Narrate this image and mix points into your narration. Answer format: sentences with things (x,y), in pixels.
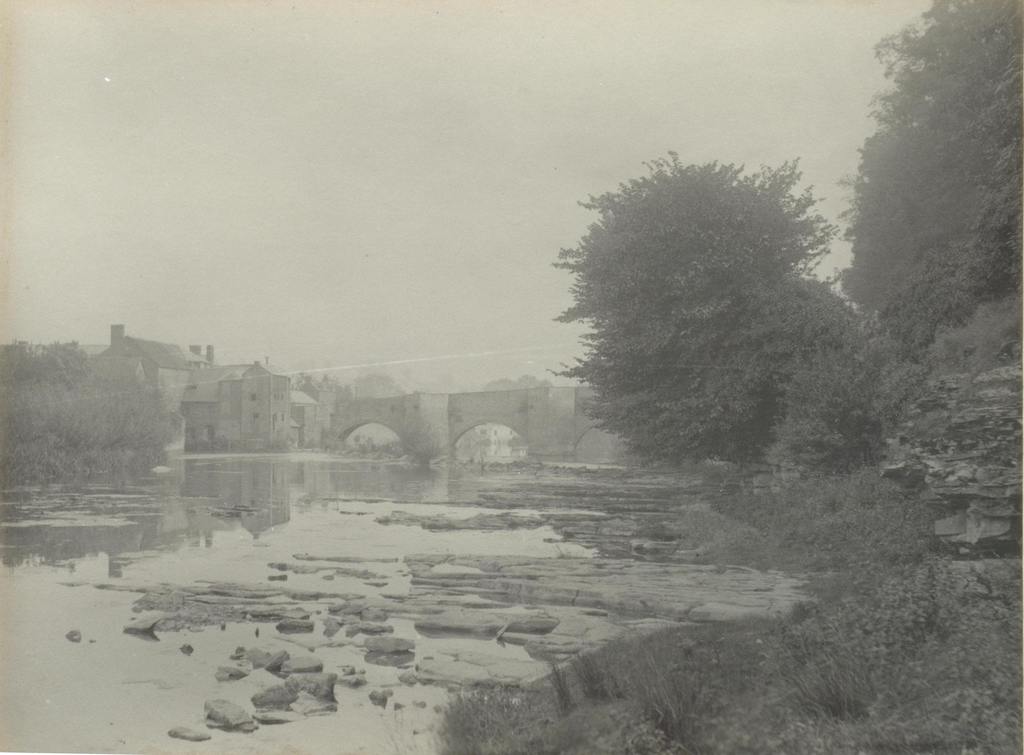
This is a black and white image, where we can see a bridge (519,426) above the water (177,478), on the right side of the image (988,67) there are trees (649,430) and on the left side of the image (307,394) there are trees (13,462), plants (62,456) and houses (294,406).
